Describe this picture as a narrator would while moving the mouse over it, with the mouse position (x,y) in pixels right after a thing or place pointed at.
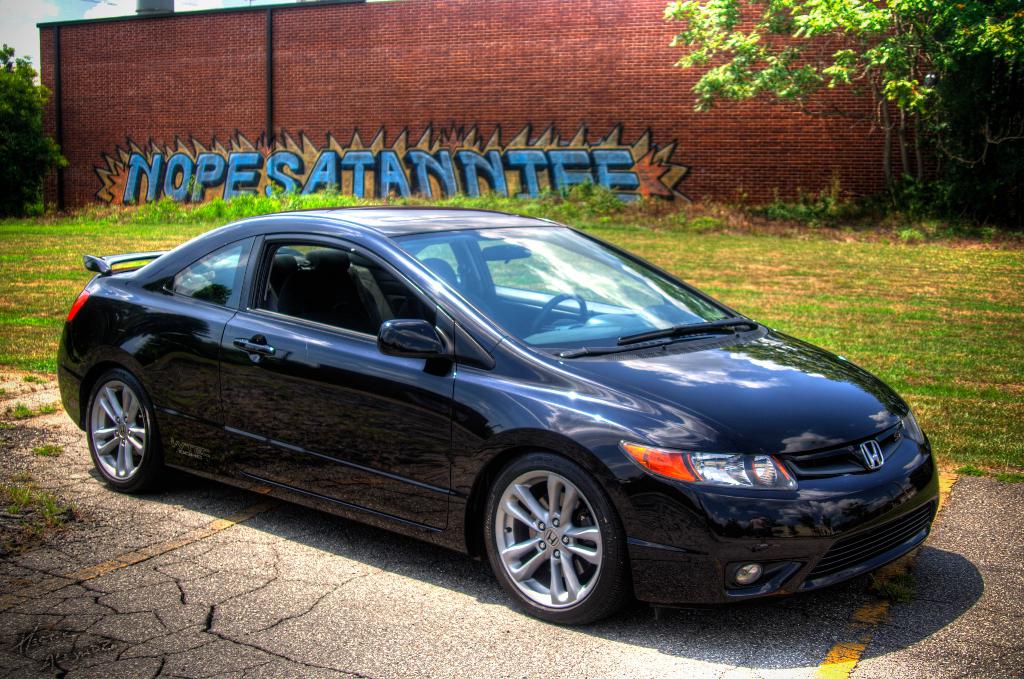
In this image I can see the car (374,396) which is in black color. In the background (351,88) I can see the brown color brick wall (339,101) and something is written on it. To the side there are trees (27,84) and in the back (67,8) I can see the clouds (32,21) and the sky (32,21).
